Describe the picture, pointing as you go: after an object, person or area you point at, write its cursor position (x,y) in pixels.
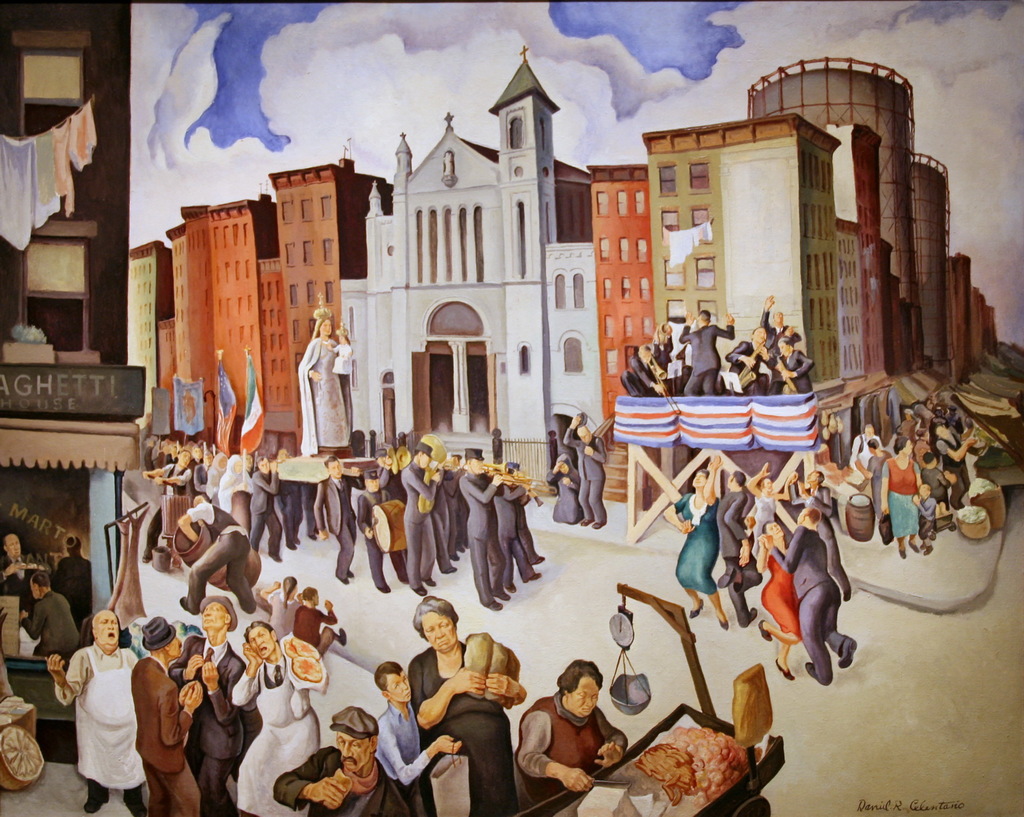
It is a painting, in the middle (512,535) few people (437,516) are walking on this road (558,560). On the left side (202,699) few people (295,735) are standing. These are the buildings (569,247) at the top (429,90) it is the sky (280,96).
